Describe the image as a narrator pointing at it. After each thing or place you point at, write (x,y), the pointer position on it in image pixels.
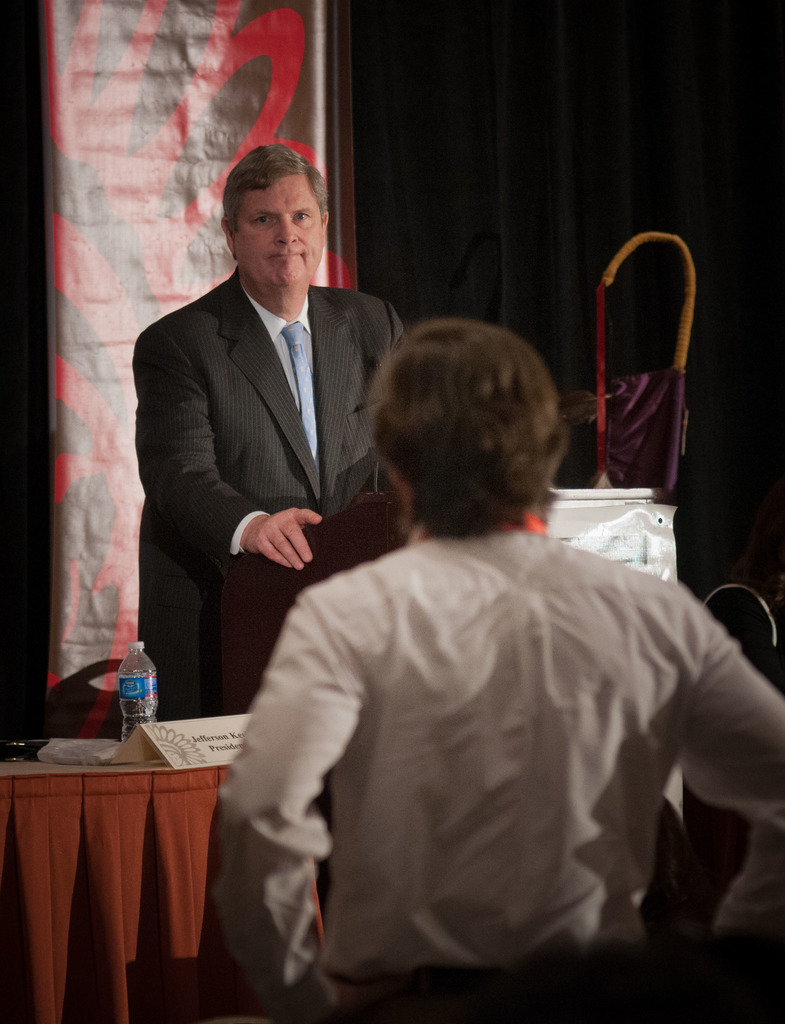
In this image I can see two people (519,511) standing, there is a table (185,841) and a few objects (199,764) on it, on the right (632,527) there are few objects (624,535).
